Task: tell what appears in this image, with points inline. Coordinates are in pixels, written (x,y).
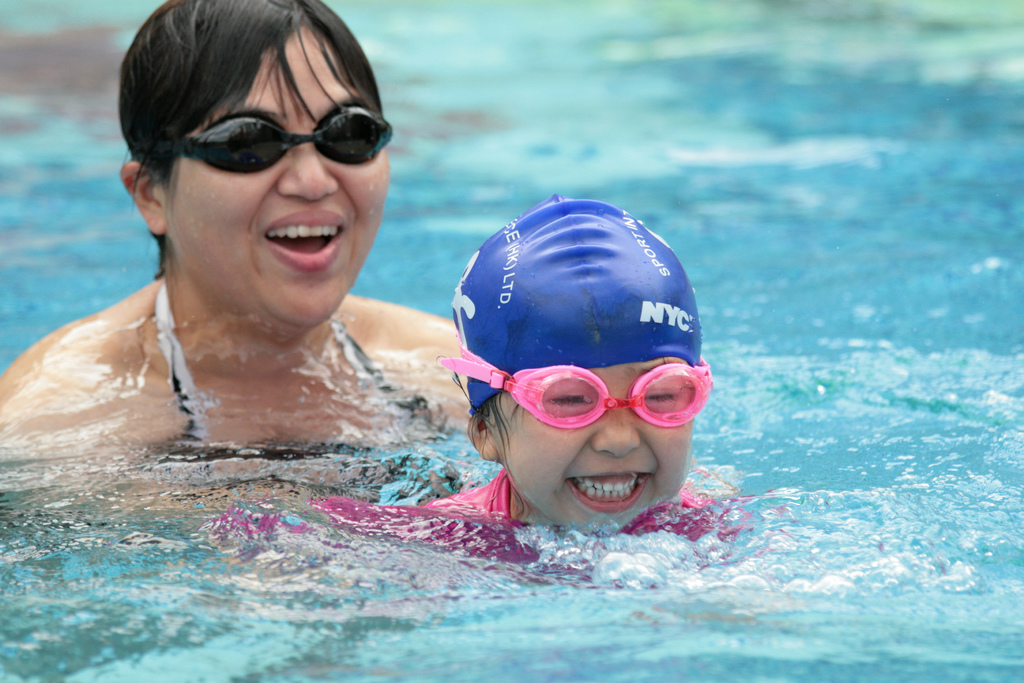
In the center of the image (477,433) we can see one woman (281,322) and one kid (667,449) are in the water (450,449). And we can see they are smiling and they are wearing glasses (588,400). And we can see they are in different costumes (267,452). In the background (958,253) we can see water (86,464).
